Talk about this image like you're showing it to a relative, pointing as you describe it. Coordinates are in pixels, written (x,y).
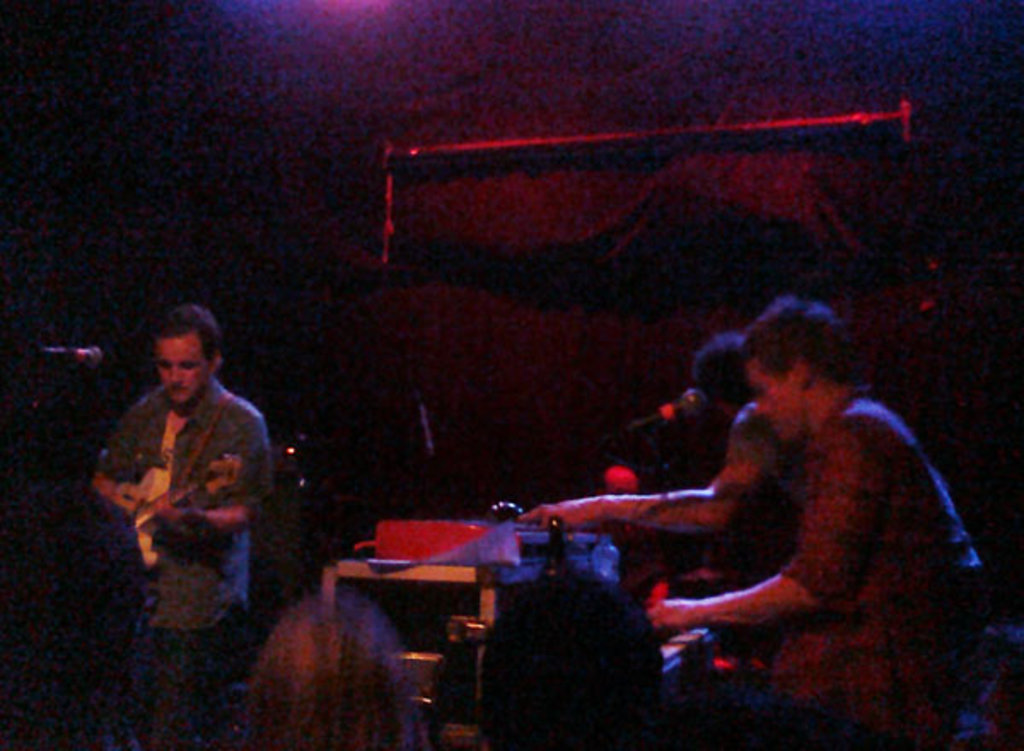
These people (831,526) are playing musical instruments (509,546). In-front of them there are mics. Background (12,385) it is dark.
